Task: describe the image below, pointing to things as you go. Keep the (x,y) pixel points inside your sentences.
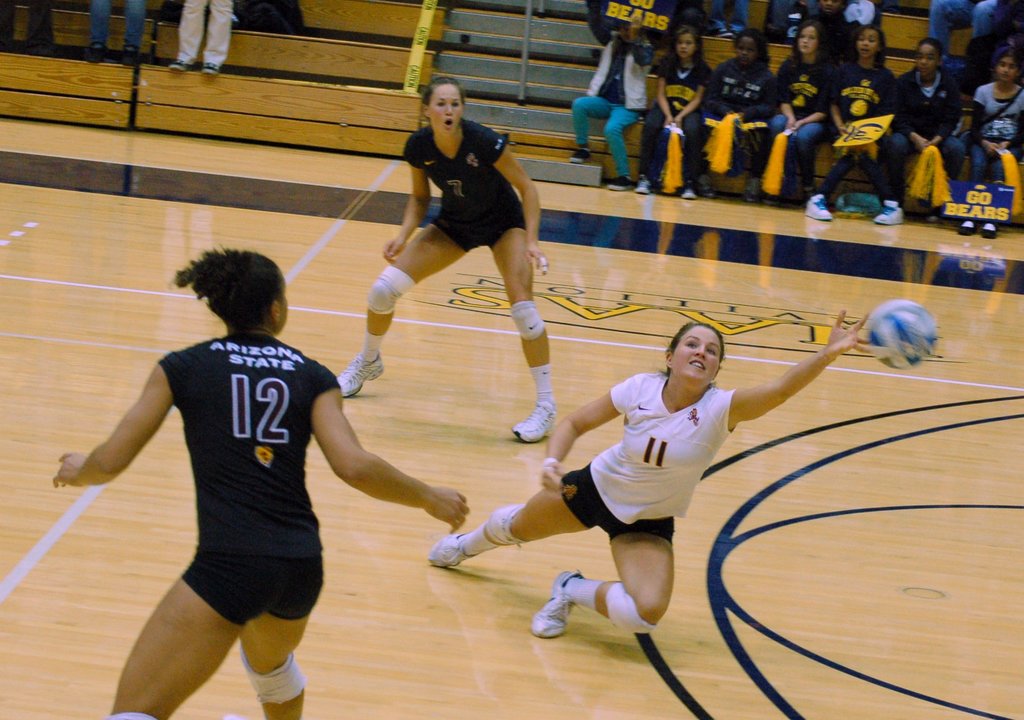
This picture is taken in a stadium (482,488). On the floor (673,279), there are three women (669,462). Among them, two are wearing black t shirts (460,189) and remaining woman (648,407) is wearing white t shirt (690,450) and she is diving for a ball (871,337). On the top (649,89), there are people (736,138) sitting on the benches (383,77). Most of them are wearing blue t shirts (838,110).
